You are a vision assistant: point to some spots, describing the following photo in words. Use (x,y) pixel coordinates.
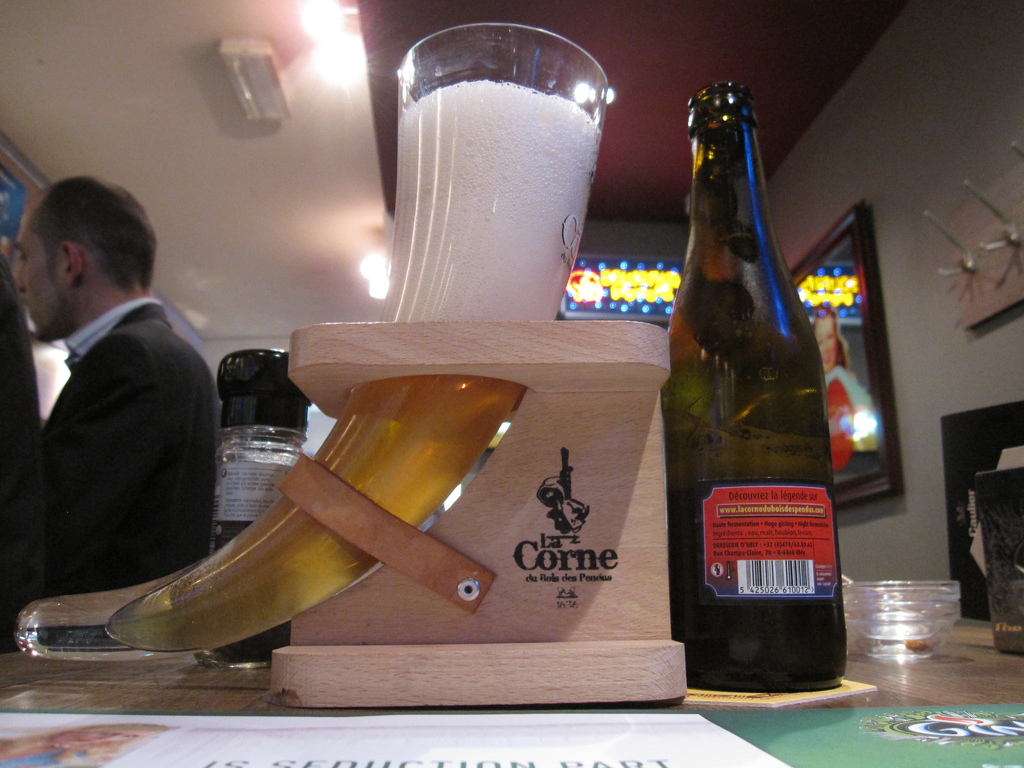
This is the picture of a table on which there is a bottle (779,554) and a wooden thing (645,573) in which there is a glass (560,83) and behind the table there is a man (155,403) and some frames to the wall (917,506).
